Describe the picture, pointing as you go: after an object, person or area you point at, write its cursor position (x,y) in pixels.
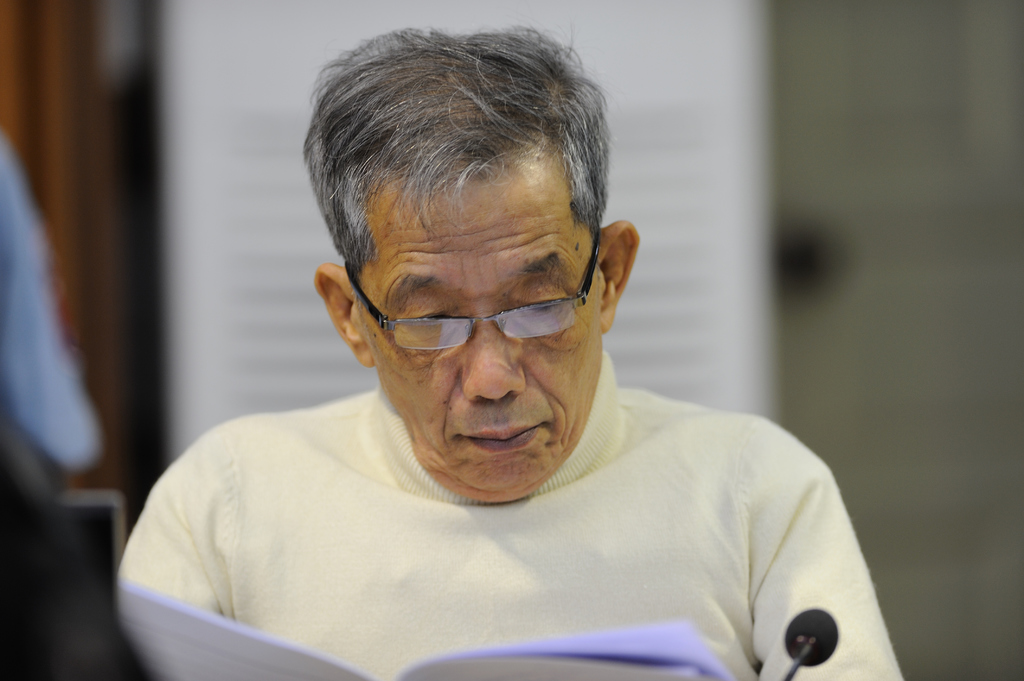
In this image there is a person (480,440) sitting, there are papers (218,648) truncated towards the bottom of the image (182,627), there is a microphone (808,641) truncated towards the bottom of the image (820,649), there is an object (57,368) truncated towards the left of the image (50,442), the background of the image (12,332) is blurred.
